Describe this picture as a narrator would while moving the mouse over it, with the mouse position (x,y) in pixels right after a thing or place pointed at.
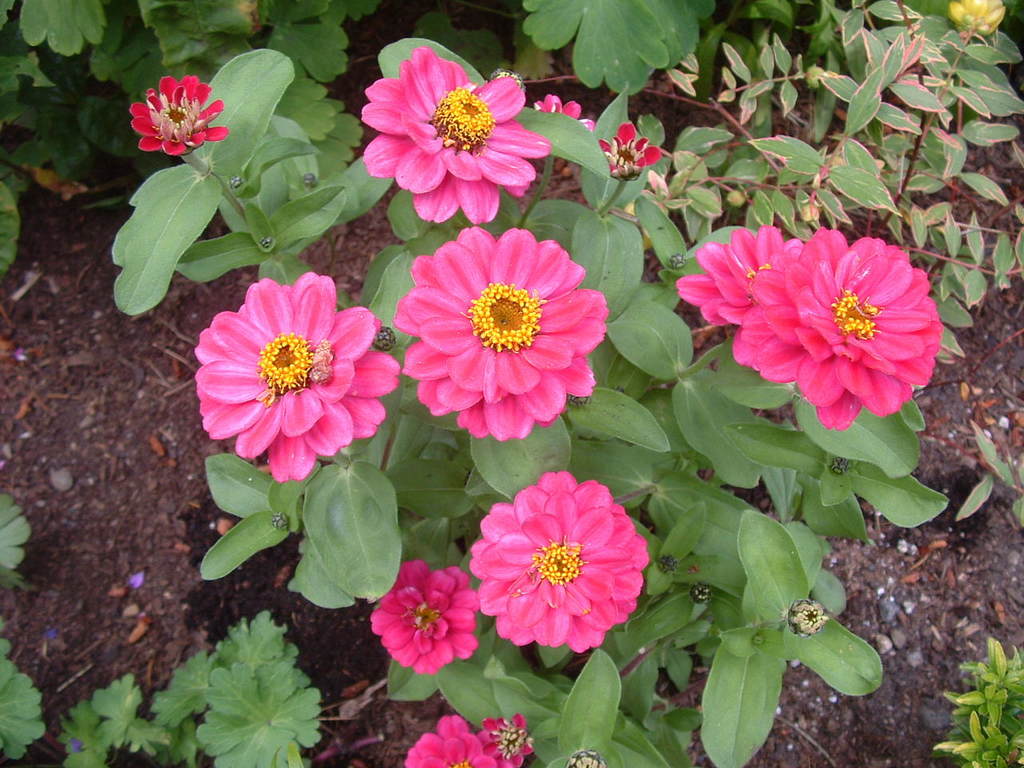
The picture consists of plants (576,717) and flowers (494,575). In the background (114,535) there is soil (934,627).
